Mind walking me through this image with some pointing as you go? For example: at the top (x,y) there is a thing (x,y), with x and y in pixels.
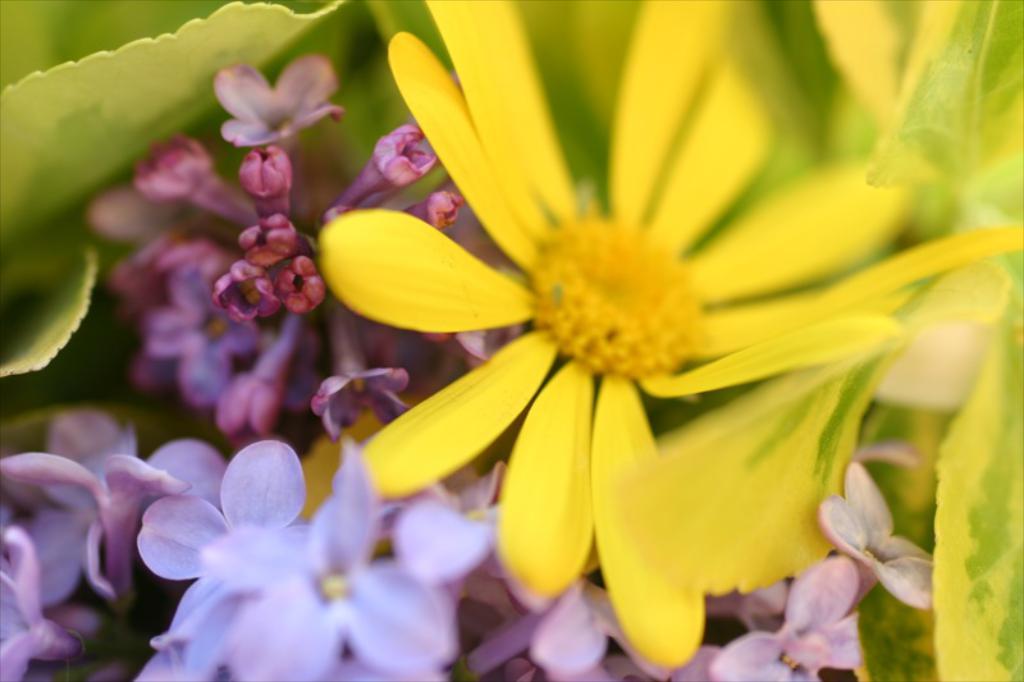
In this image there are flowers (499,229) of two different colours. On the right side (686,324) there is a yellow flower (639,332). On the left side (232,474) there are small lavender colour flowers (309,547). In the background (98,89) there is a leaf (135,120).
